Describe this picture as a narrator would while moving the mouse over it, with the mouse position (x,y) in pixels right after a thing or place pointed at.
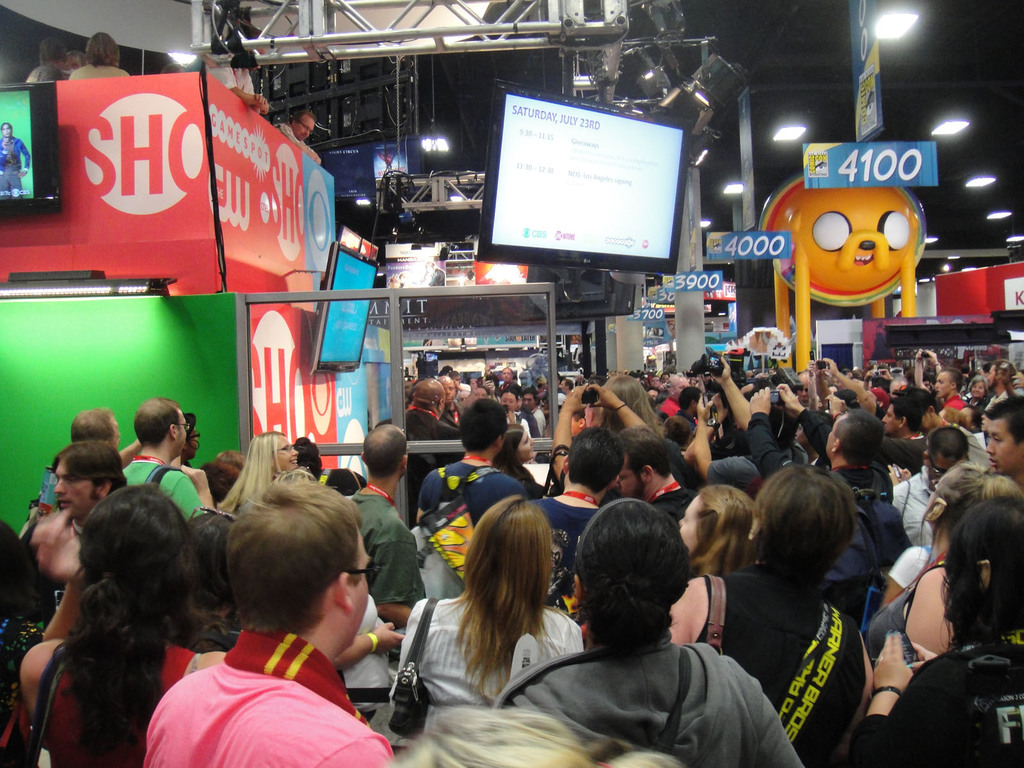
In this image I can see there are electronic screens (483,240). On the left side (303,284) it looks like a hoarding (187,259), at the bottom (426,766) a group of people (679,459) are there, on the right side (883,165) there are boards (864,167) and it looks like there is a yellow color thing (836,216). At the top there are ceiling lights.
